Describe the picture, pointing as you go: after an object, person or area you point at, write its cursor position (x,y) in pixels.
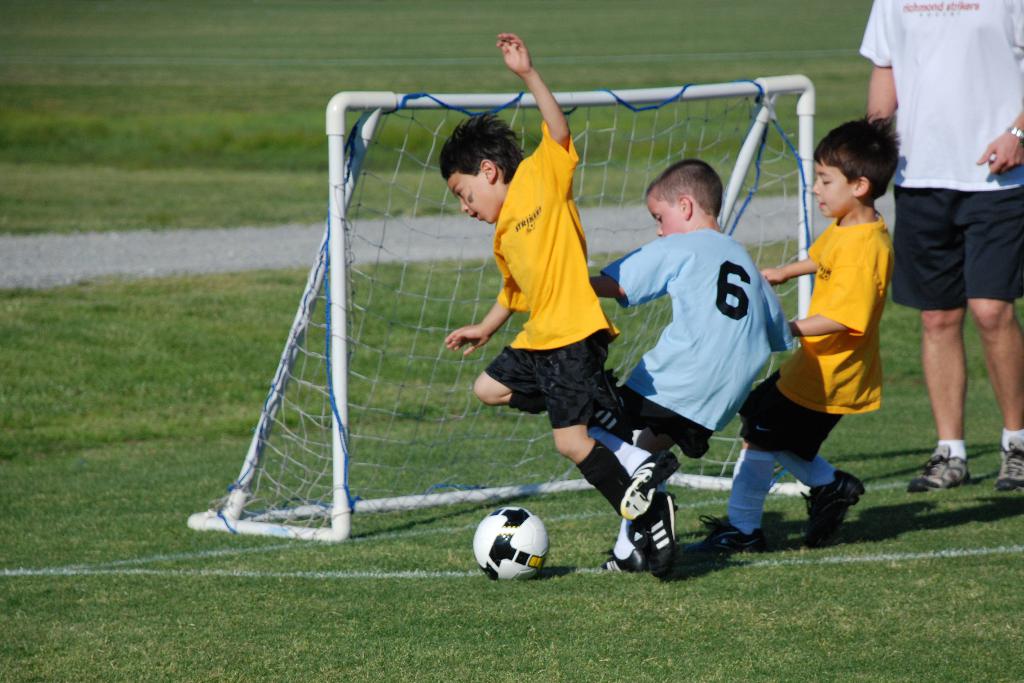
In front of the picture, we see the boys (682,373) are playing the football. In front of them, we see the net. At the bottom (349,619), we see the grass (393,633). On the right side (913,213), we see the man (913,213) in the white T-shirt (942,85) is standing. In the background (969,392), we see the grass (181,172). This picture might be clicked in the football field (231,139).
